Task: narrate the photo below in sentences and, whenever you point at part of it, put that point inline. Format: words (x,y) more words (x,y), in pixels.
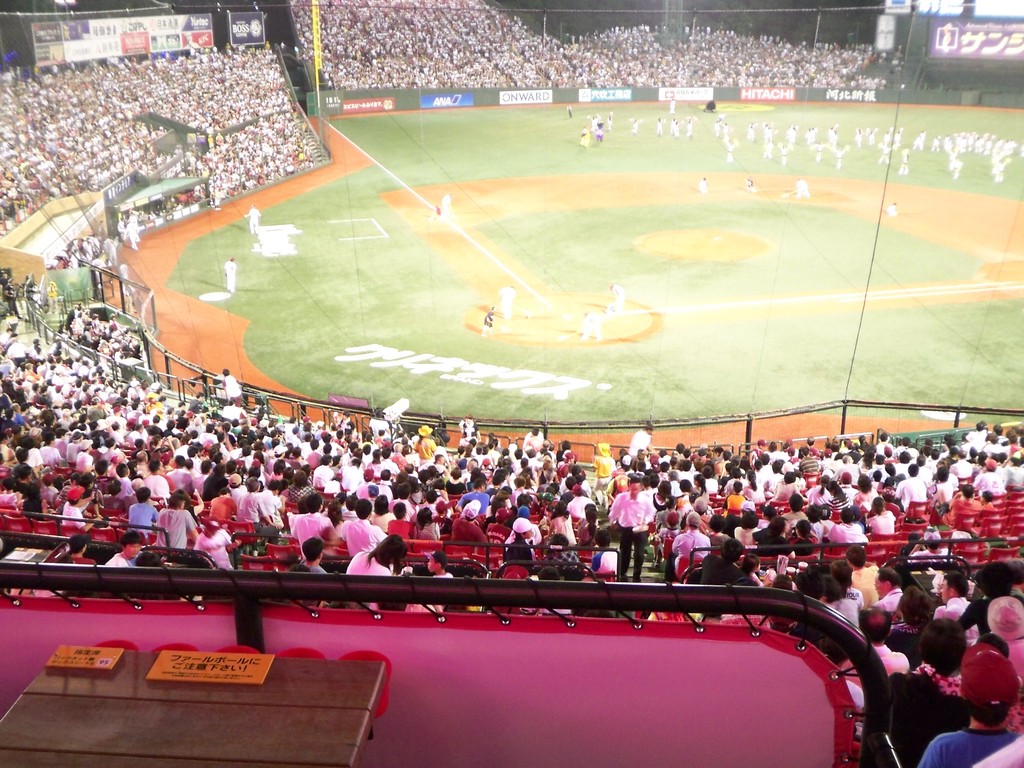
In this image we can see the players (955,155) in the background (799,187). We can also see many people (322,23) sitting and few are standing. We can also see the stands (1005,527) and also the fence (701,420) and hoardings (173,26). In the bottom left corner (263,696) we can see the wooden table (275,675) and also the text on the yellow color boards (196,672).
